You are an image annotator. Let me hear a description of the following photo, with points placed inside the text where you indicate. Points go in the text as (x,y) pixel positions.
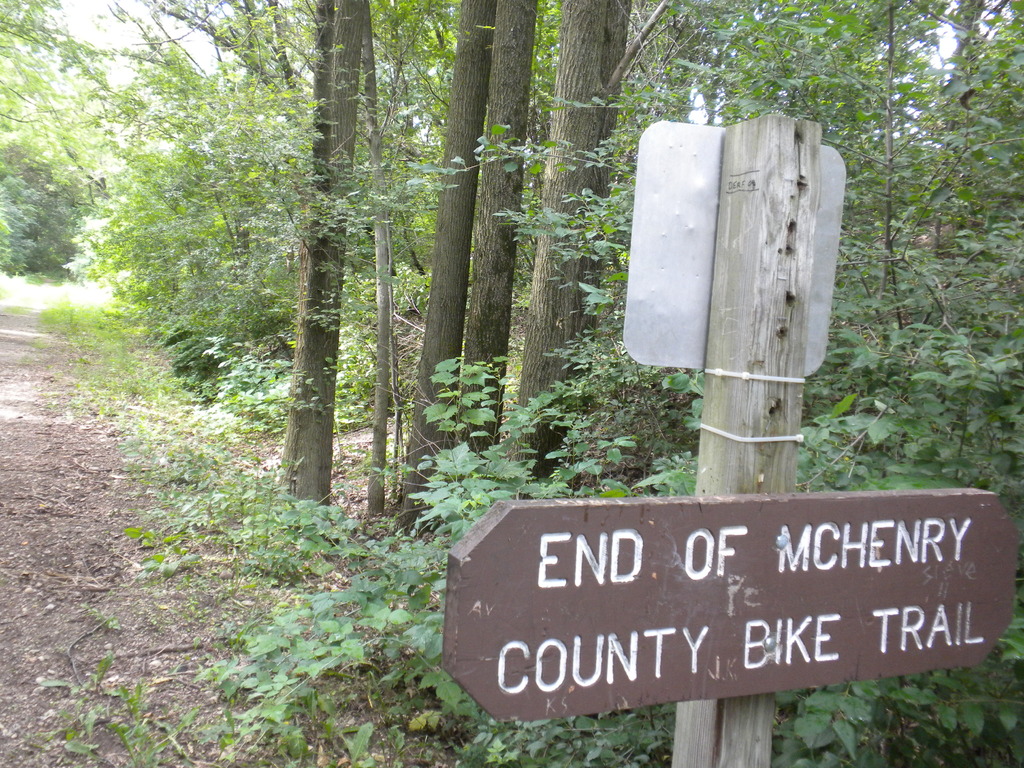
On the right side of the image (717,591) we can see few sign boards (693,268), in the background (602,414) we can find few plants (362,369) and trees (358,214).
